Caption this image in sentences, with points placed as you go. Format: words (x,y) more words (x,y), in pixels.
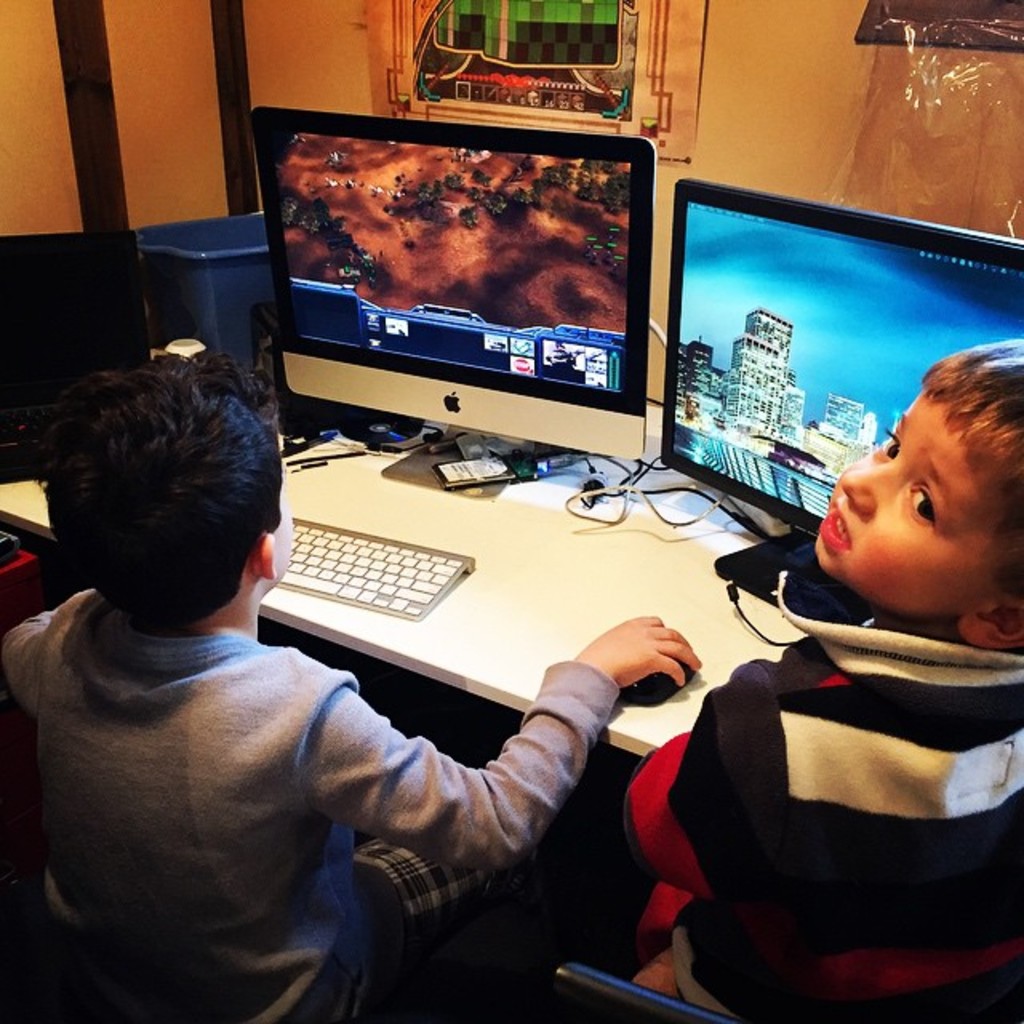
In this image i can see two children (379,792), the children (755,792) at right (738,818) wearing a red, black, white t-shirt (786,801). and at left (225,740) a child (550,767) wearing a shirt (214,740) in front there is a desk top (442,385), key board (425,555) on a table (630,568) at the back ground (761,128) there is a wall (779,110), in the desk top (773,426) there is a building (749,414) at the right (773,351) and at the left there are few trees (461,212) in the desktop (447,167).
